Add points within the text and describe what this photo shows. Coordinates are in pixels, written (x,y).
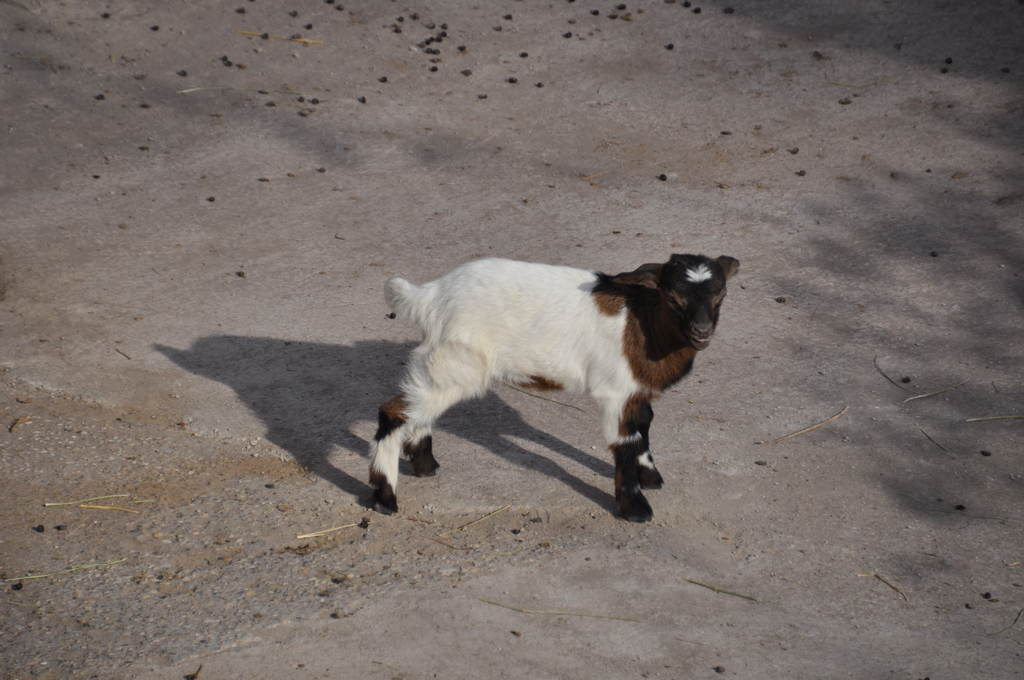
In the center of the image (457,330) we can see a goat (603,310) on the ground (711,501).
